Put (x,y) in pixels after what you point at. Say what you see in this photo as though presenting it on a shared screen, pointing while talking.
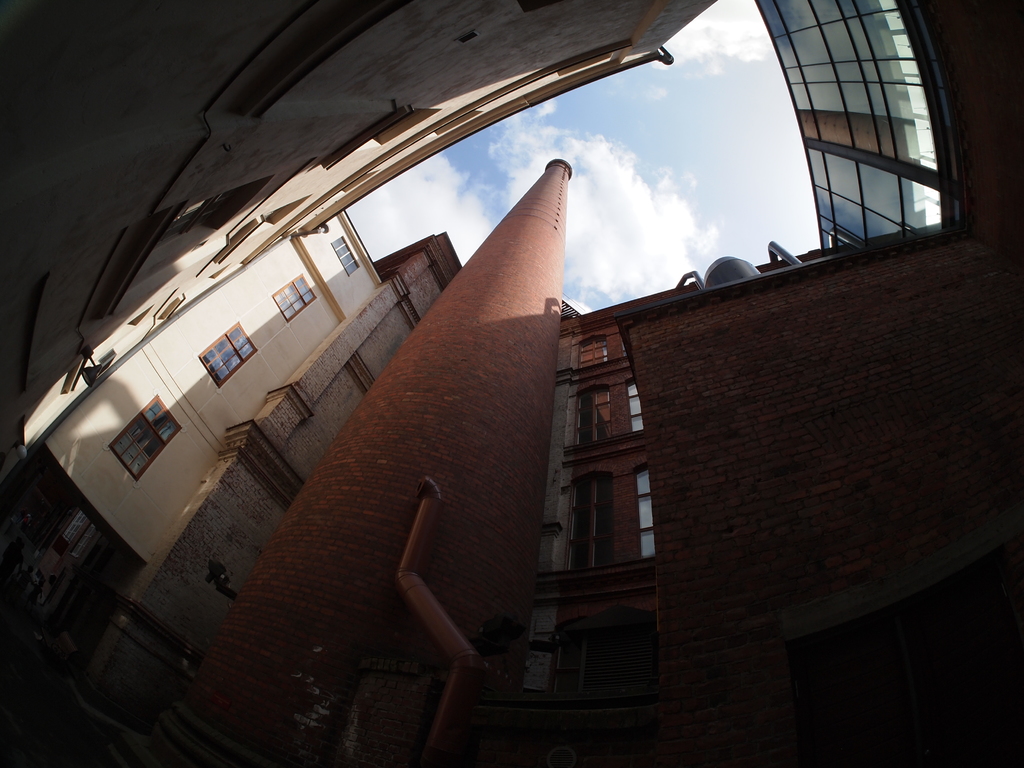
In this image I see buildings (639,319) on which I see windows (305,285) and in the background (622,140) I see the sky (594,154) which is of white and blue in color and I see a brown color thing (504,364) over here.
